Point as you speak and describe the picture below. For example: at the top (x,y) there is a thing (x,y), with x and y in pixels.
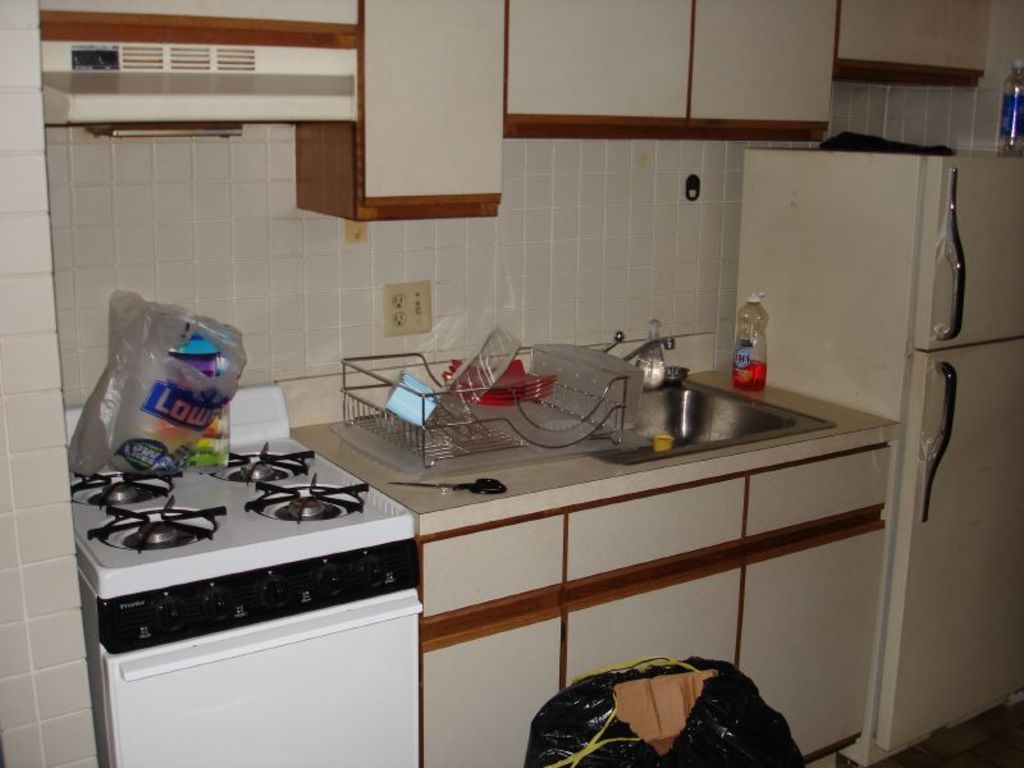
Here we can see a stove (264,528), cupboards (809,71), plastic cover (132,348), mesh container (456,437), tap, wash basin (647,408), and a bottle (765,379). There is a fridge (892,460) and this is wall (19,470).
